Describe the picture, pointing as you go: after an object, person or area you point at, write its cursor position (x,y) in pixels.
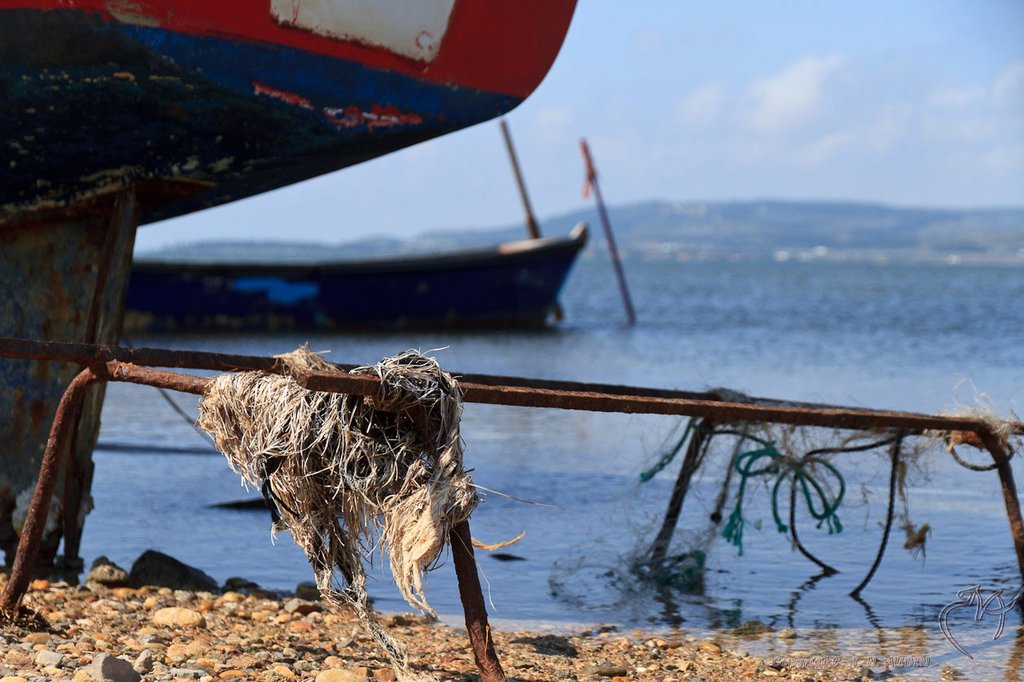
We can see rods (96,344) on the surface (245,665) and we can see stones (85,597). We can see boat (525,258) above the water (607,282) and sticks (611,238). In the background (672,82) we can see sky (627,63) with clouds (716,102).
